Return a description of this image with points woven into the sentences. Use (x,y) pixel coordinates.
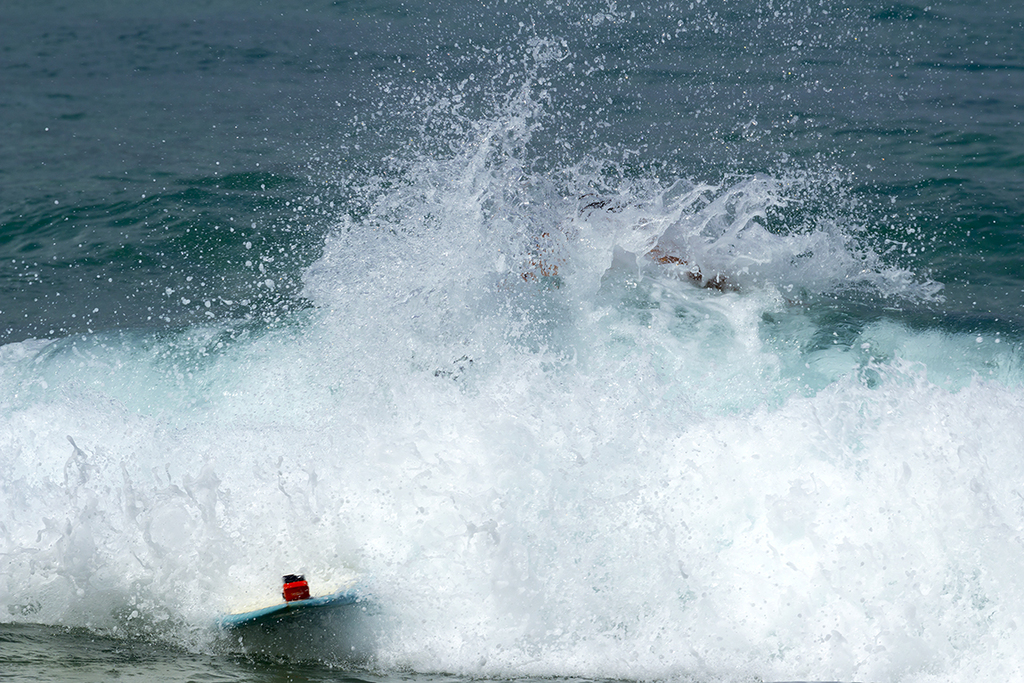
In the image in the center (348,287), we can see water (625,476) and a surfboard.
